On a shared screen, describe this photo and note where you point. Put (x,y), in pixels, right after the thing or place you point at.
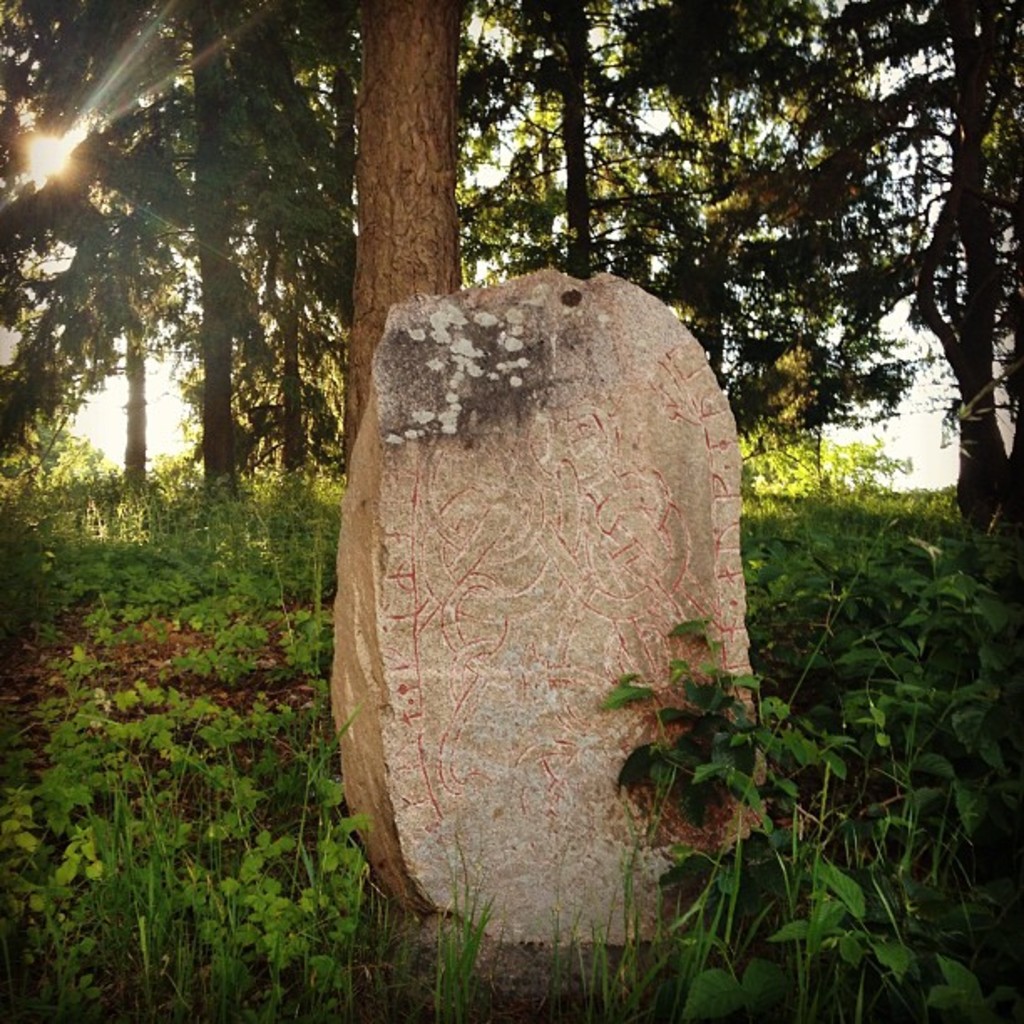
At the bottom of the picture (381,940), we see the grass (159,905) and the herbs (199,905). In the middle (446,451), we see a headstone (529,746). There are trees (228,464) and shrubs (822,466) in the background (157,353). We even see a sky (907,393) in white color. In the left top (75,129), we see the sun (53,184).
